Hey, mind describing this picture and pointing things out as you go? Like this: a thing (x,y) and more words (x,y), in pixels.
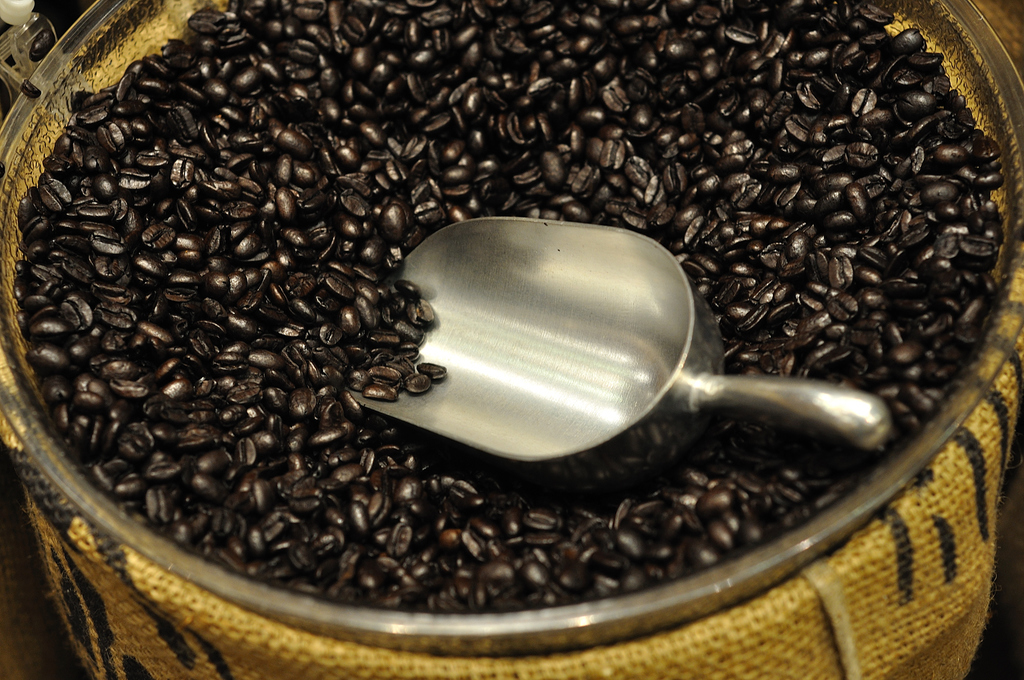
In this picture I can observe coffee beans (320,249). These coffee beans (446,209) are in black color.
